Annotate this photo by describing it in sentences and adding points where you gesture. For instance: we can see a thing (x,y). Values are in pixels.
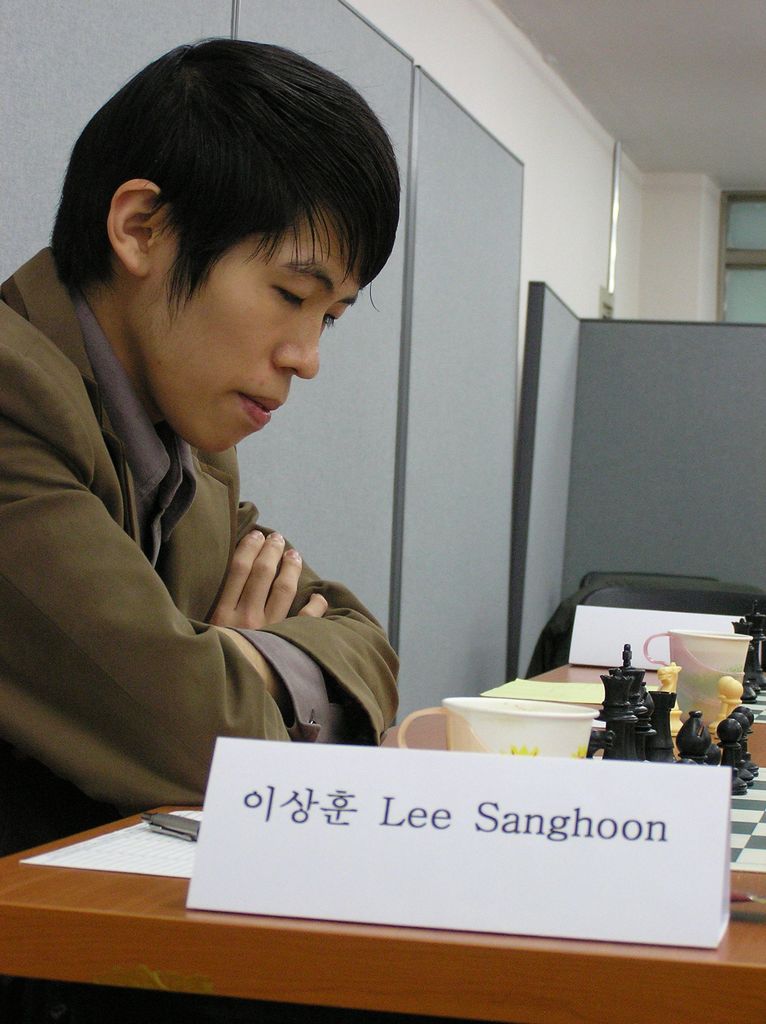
In this image we can see a man (92,348) sitting on the chair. On the table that is in front of the man (174,718) we can see name plate (272,806), pen (163,822), paper (174,844), cup (497,728), chess board (740,815), chess coins (655,721). In the background (563,312) we can see walls (389,79) and windows (730,265).
